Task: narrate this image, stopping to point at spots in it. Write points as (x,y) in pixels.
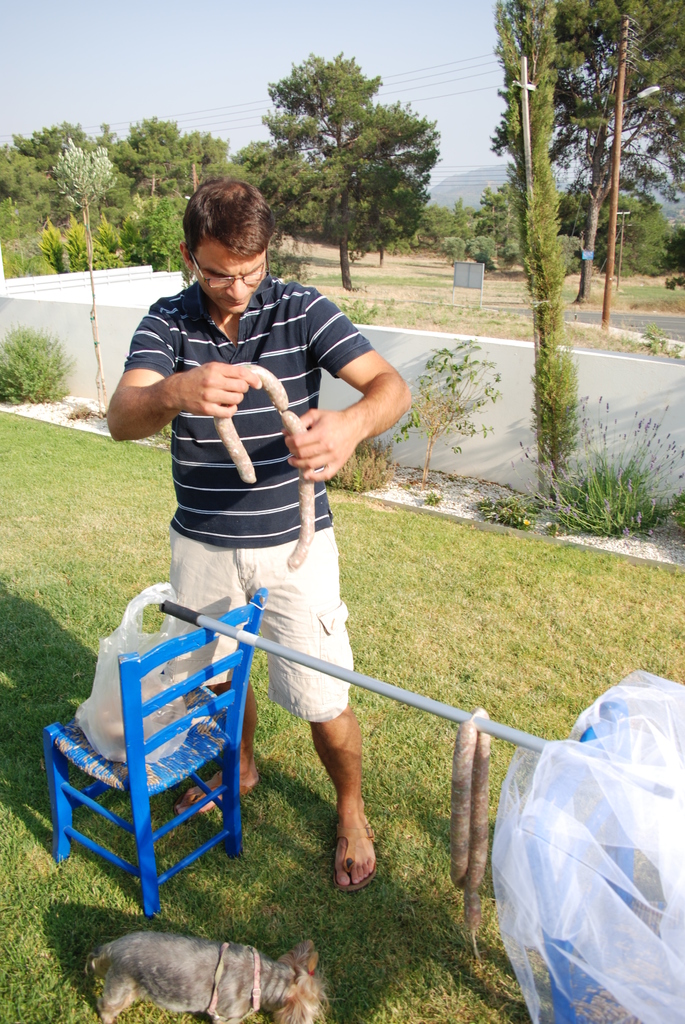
In the center of the image (359,344) a man (385,429) is standing and holding hot-dog (244,453) in his hand (225,411). In the background of the image (77,216) we can see trees (318,217), poles (610,264), electric light pole (626,59), wires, wall (525,350), board (463,273) are there. At the bottom of the image (110,692) we can see chair (197,739), plastic cover (169,683), rod (654,790), animal (209,953) are present. In the background of the image (542,555) ground (387,583) is there. In the middle of the image (434,501) some plants (617,500) are there. At the top of the image (328,22) sky (350,56) is there.
